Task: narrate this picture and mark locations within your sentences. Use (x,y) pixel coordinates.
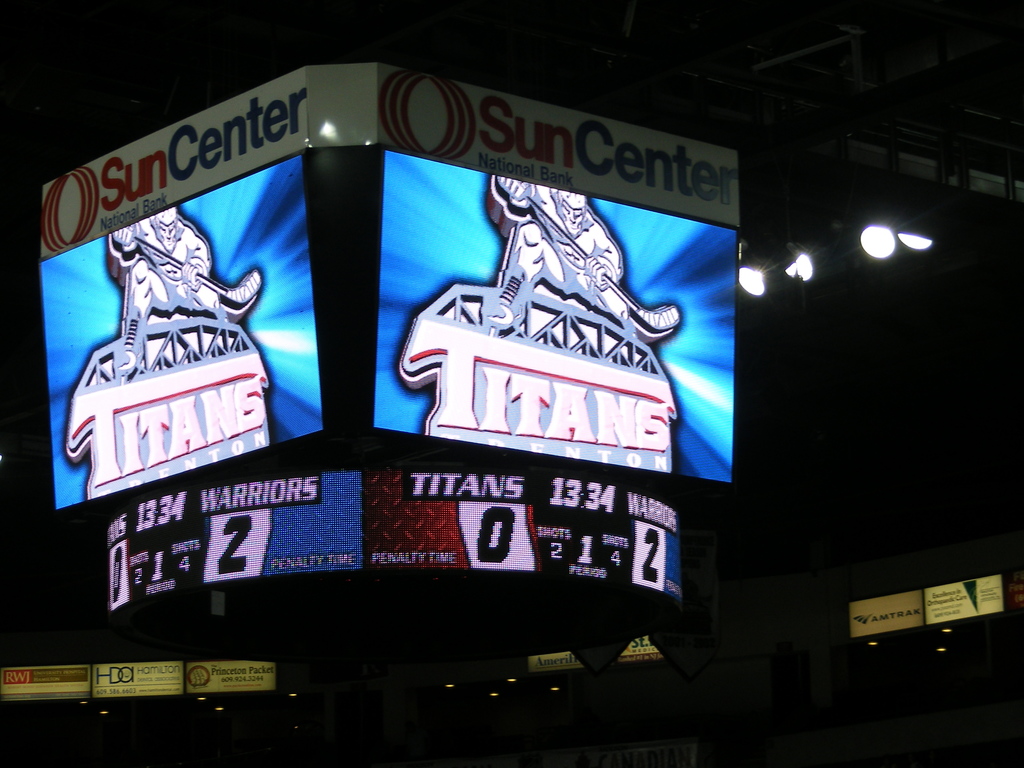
In the picture we can see a huge score board (298,332) with lights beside it in the dark.
